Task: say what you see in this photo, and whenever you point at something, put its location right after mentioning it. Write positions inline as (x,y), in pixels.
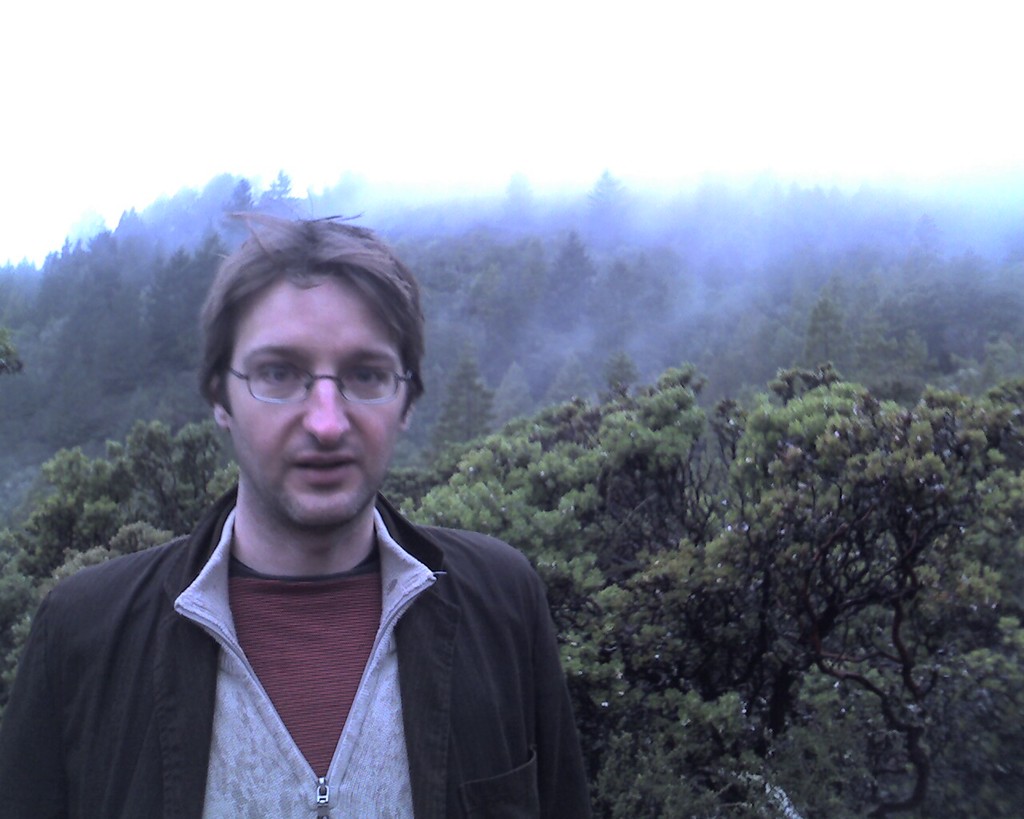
In the image we can see there is a person (327,457) standing and behind him there are lot of trees (441,424).
